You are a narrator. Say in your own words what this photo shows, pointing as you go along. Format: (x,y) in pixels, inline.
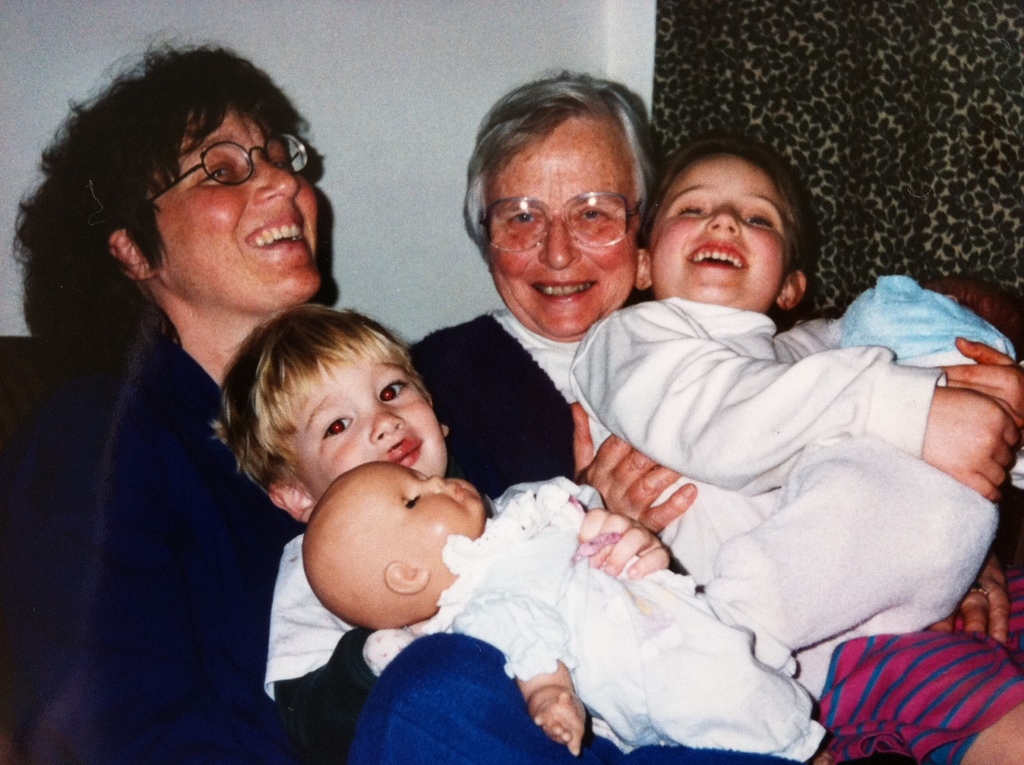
At the bottom of this image (300,636), there are two children (332,447), smiling and sitting on the laps (357,756) of the two women (224,266) who are smiling and sitting. In the background (1007,166), there is a curtain (991,11) and a white wall (365,58).
